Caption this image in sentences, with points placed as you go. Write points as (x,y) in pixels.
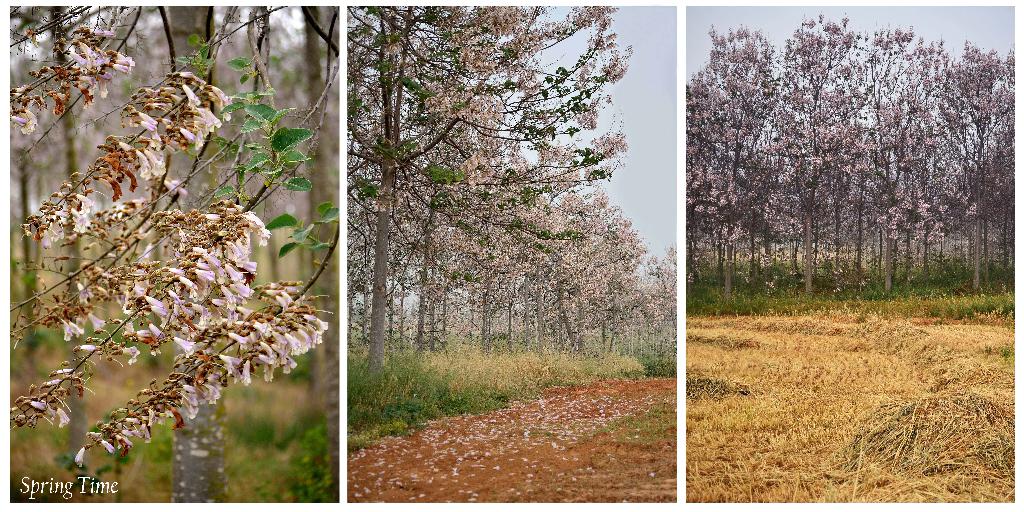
In this picture we can see three frames (671,331). On the right (932,278) we can see many trees (739,177) and grass (932,411). In the center (605,209) we can see trees (483,176), flowers (509,234) and grass (570,373). On the left (188,135) we can see flowers (221,228) leaves (259,158), branches (208,43) and trees (230,295). Here it's a sky (657,96).
